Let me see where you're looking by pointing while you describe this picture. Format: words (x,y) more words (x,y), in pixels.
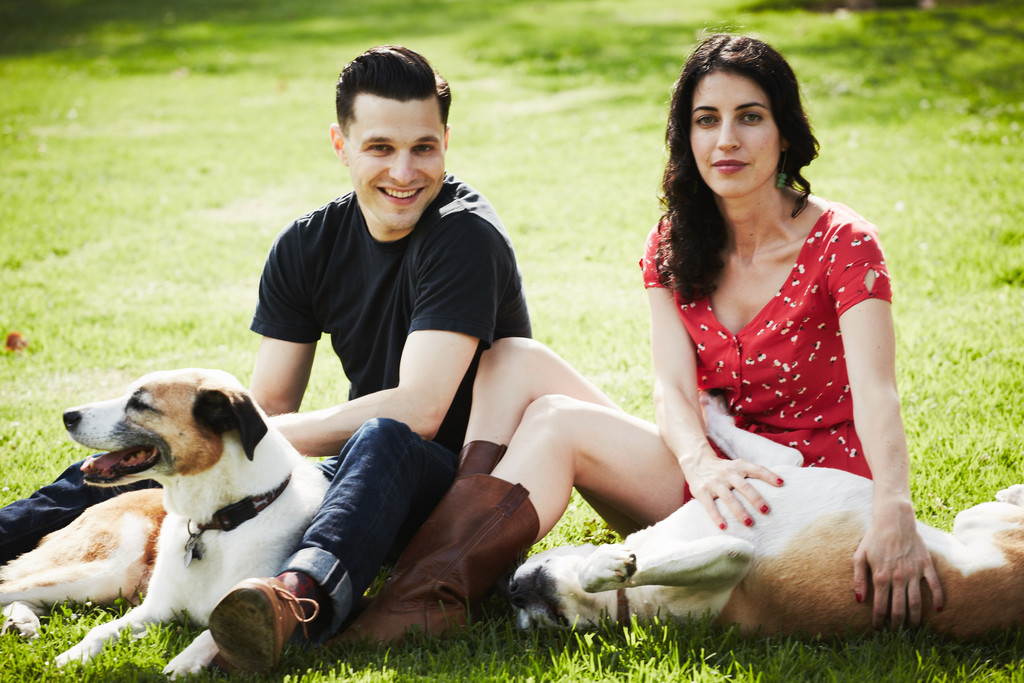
These two persons (449,232) are sitting and smiling and holding dogs (765,498). This is grass (164,226).
